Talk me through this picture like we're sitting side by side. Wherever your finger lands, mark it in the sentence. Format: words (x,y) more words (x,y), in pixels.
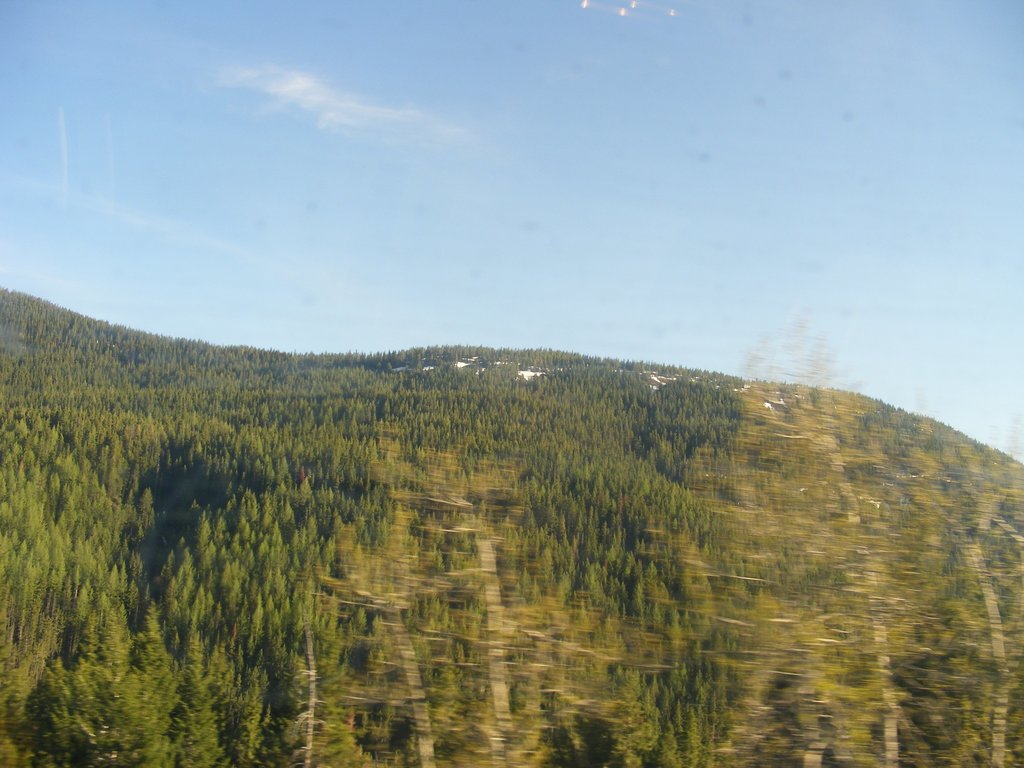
In this image we can see a large group of trees (346,572) on the hill (158,403). On the backside (176,261) we can see the sky (364,195) which looks clear.
